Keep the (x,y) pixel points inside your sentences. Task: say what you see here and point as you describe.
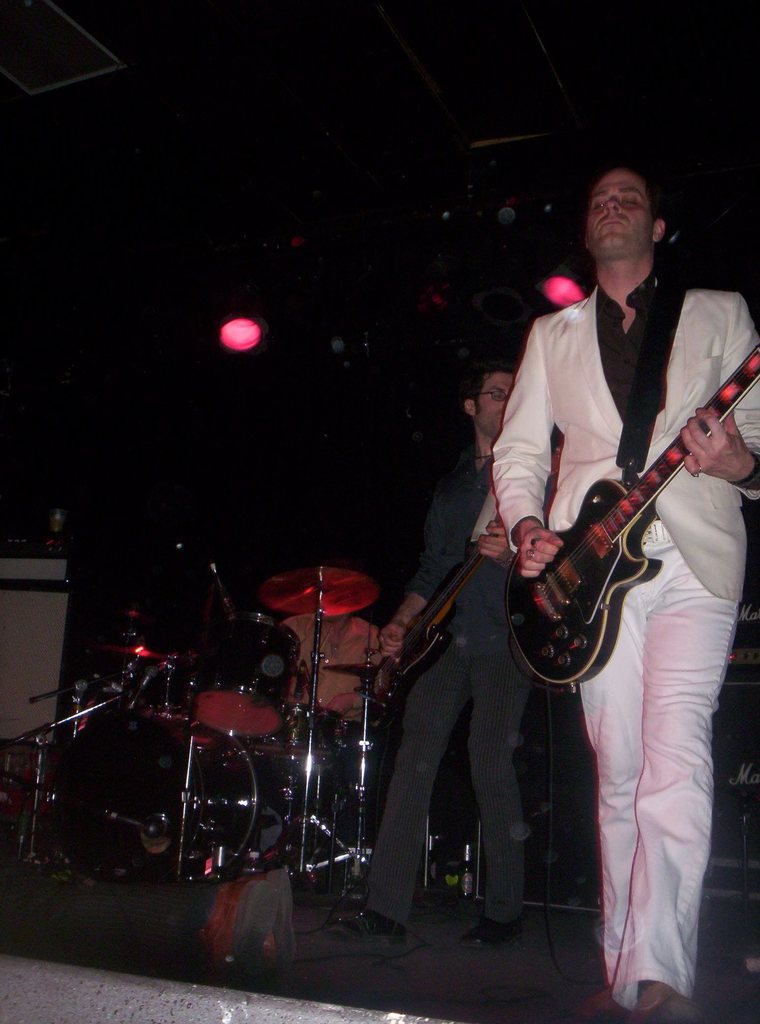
In this image I can see two men (528,514) who are playing guitar (636,504) on the stage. On the left side (149,755) we have a musical instruments (232,704) on the stage (274,865).
